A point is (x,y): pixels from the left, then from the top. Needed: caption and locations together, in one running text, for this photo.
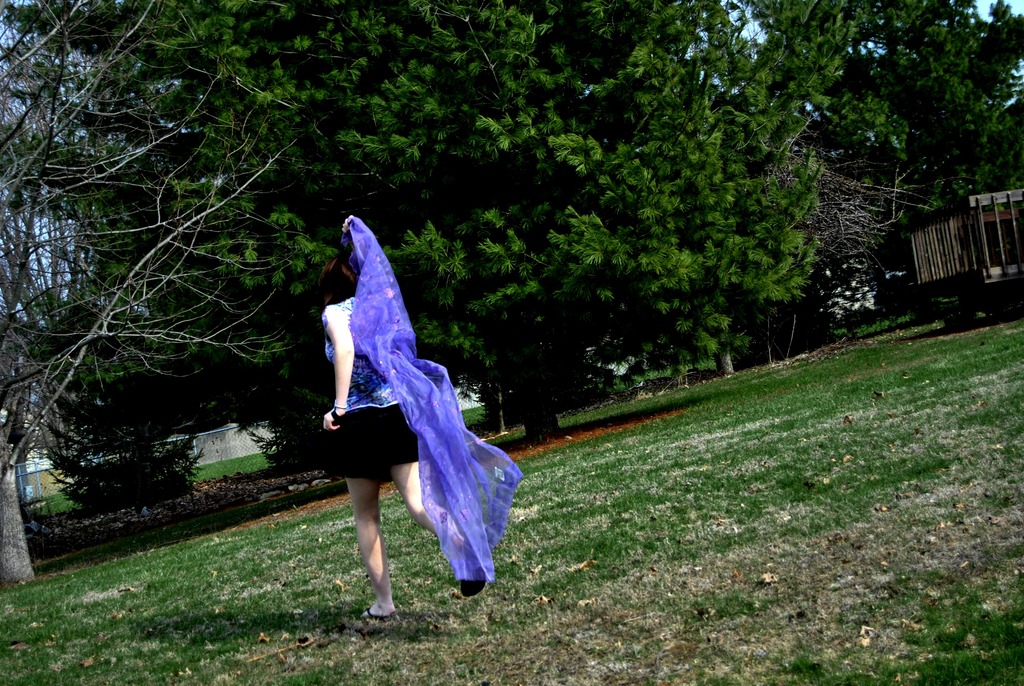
In this image, we can see a lady (354,440) and in the background (464,198), there are trees (59,463) and we can see sheds (1005,201). At the bottom (701,515), there is ground (701,515).
